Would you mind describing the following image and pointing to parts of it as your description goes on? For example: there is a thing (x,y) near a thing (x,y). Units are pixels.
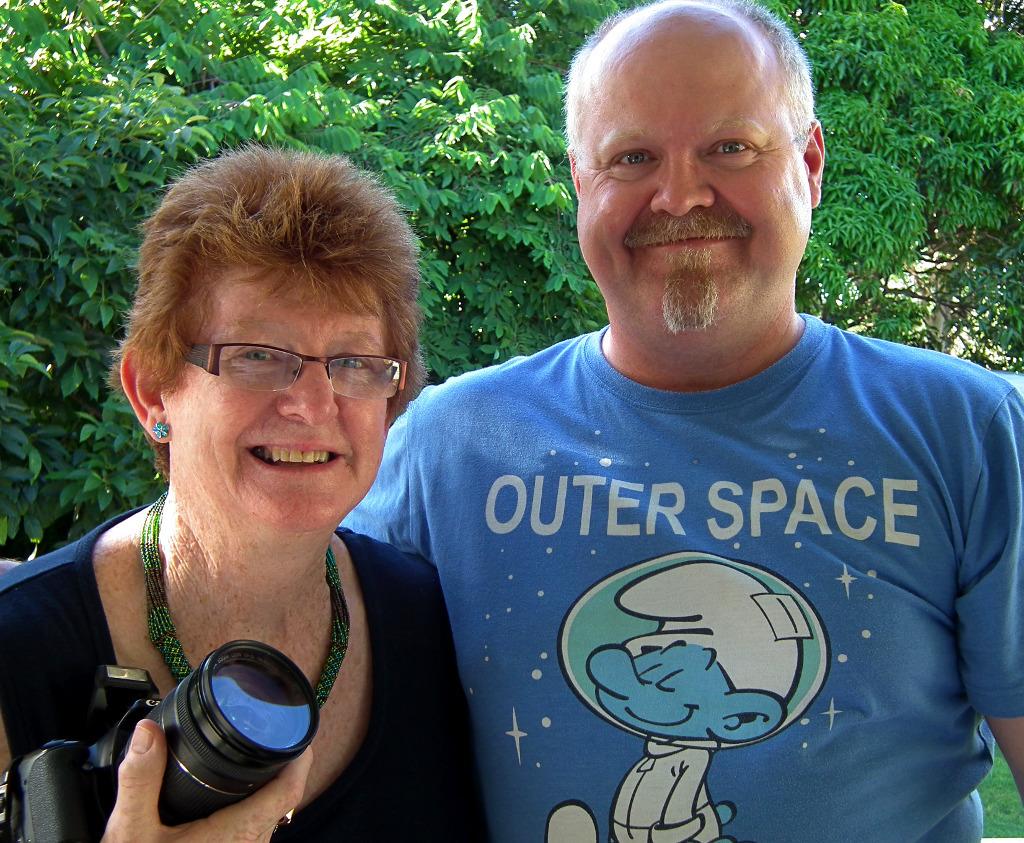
In this image, we can see a man (907,617) and a woman (55,636) standing, we can see the woman (145,750) is holding a camera (220,731), in the background (219,72), there are some green trees (446,25).
